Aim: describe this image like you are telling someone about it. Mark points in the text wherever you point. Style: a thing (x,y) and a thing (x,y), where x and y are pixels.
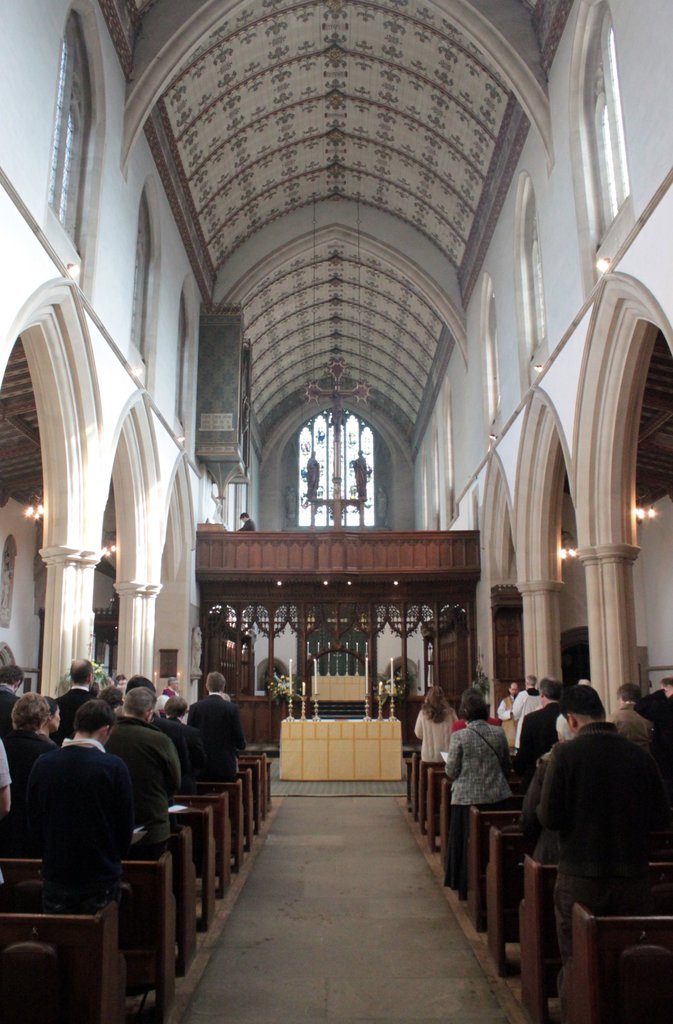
This image is taken in the church (437,830). In this image there are people (487,786) standing. In the center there is an altar (377,734). We can see candles (316,685). At the top (352,128) there is a roof (395,169) and we can see pillars (537,653).
